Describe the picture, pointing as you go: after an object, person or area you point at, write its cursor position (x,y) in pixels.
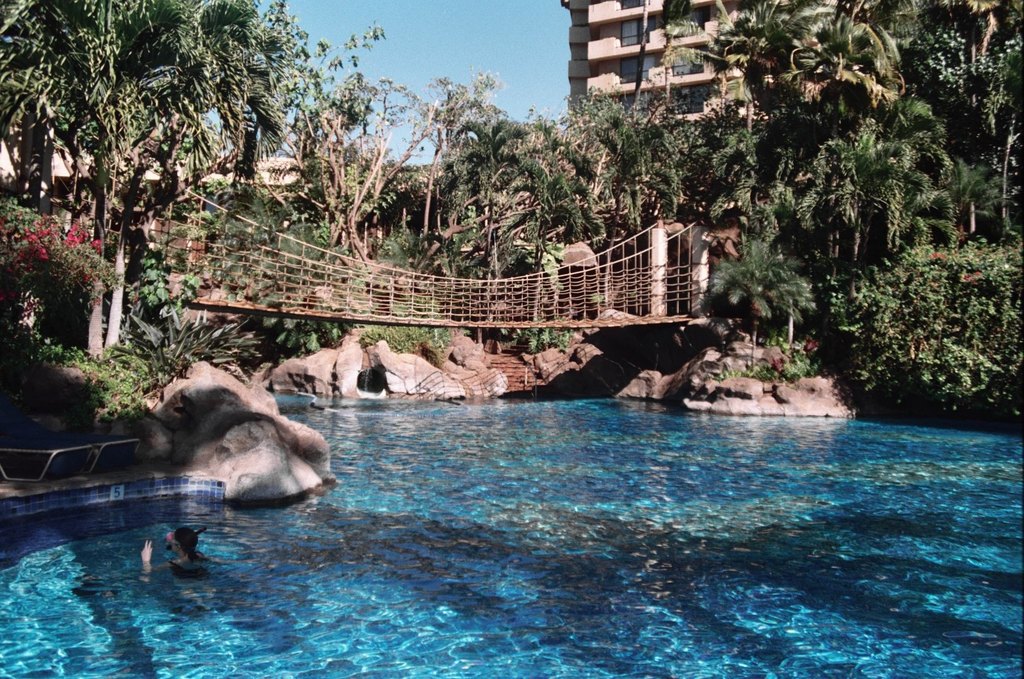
In the bottom left of the image (198,563) we can see one person (188,539) in the water (531,508). In the background (242,76), we can see the sky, one building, windows (709,18), trees (722,125), flowers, stones (578,344) and a few other objects (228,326).
